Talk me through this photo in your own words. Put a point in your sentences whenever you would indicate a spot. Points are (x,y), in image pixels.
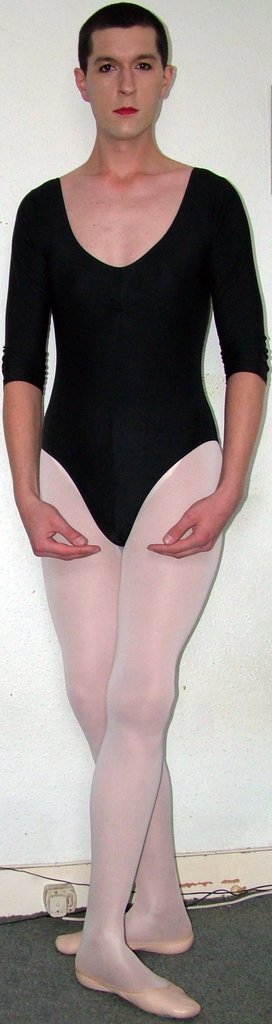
In this image I can see a person (161,234) is standing on the floor (209,953). In the background (253,617) I can see a wall (192,38) off white in color. This image is taken in a room (57,853).
